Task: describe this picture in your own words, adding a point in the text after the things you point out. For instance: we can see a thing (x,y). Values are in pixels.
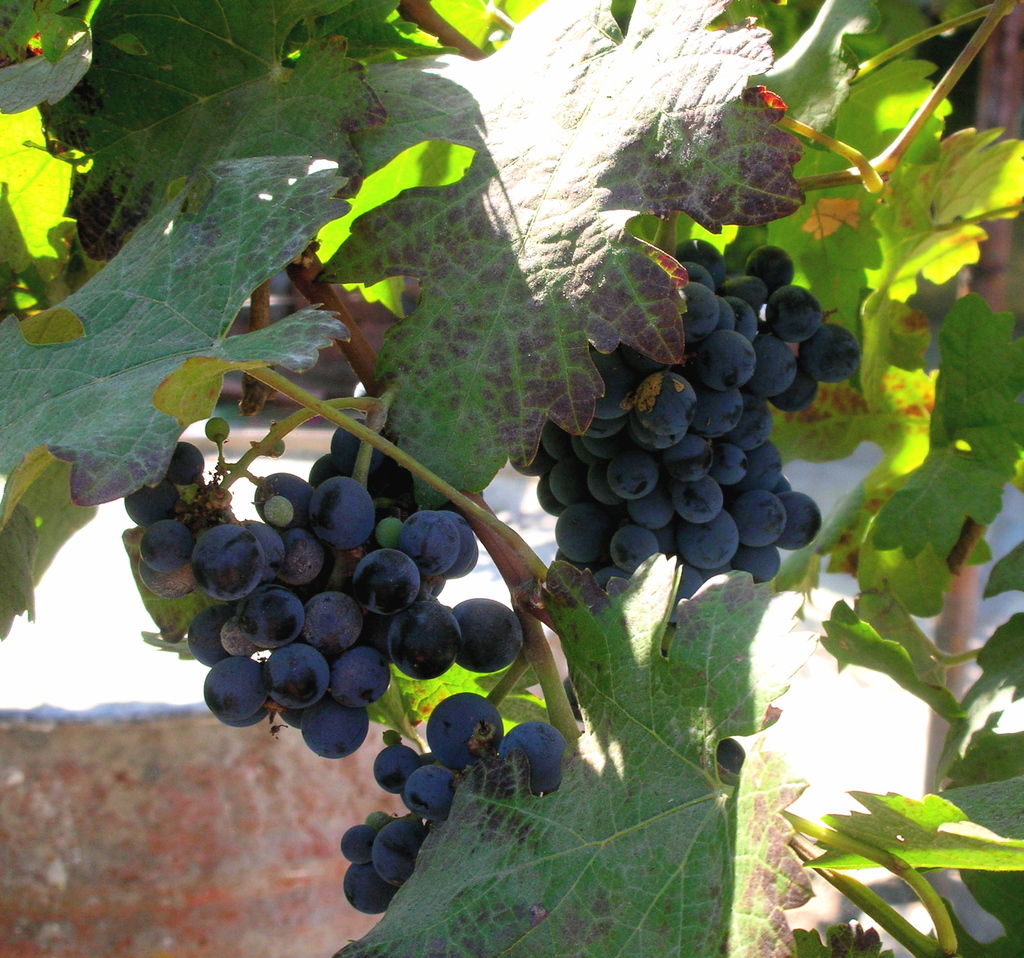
In this image I can see few black color grapes (616,387) and green leaves (475,305). Back I can see a wall (80,758).
